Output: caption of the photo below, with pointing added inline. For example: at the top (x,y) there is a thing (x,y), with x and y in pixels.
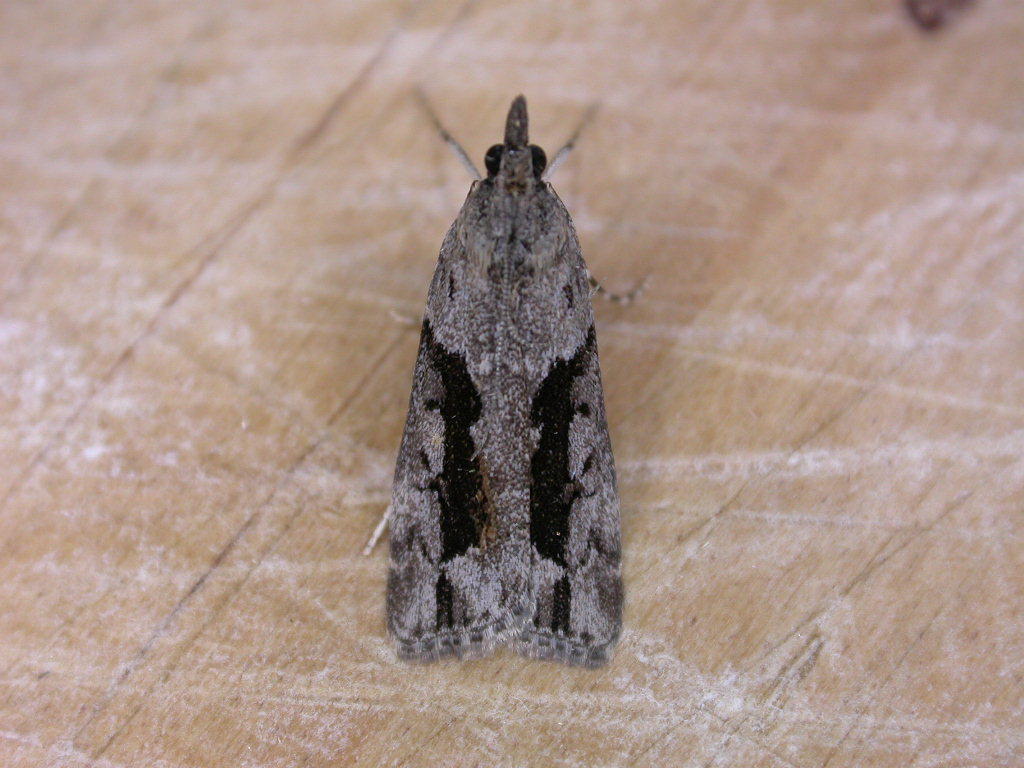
In the picture we can see an insect (427,577) on the wooden surface (668,585).
